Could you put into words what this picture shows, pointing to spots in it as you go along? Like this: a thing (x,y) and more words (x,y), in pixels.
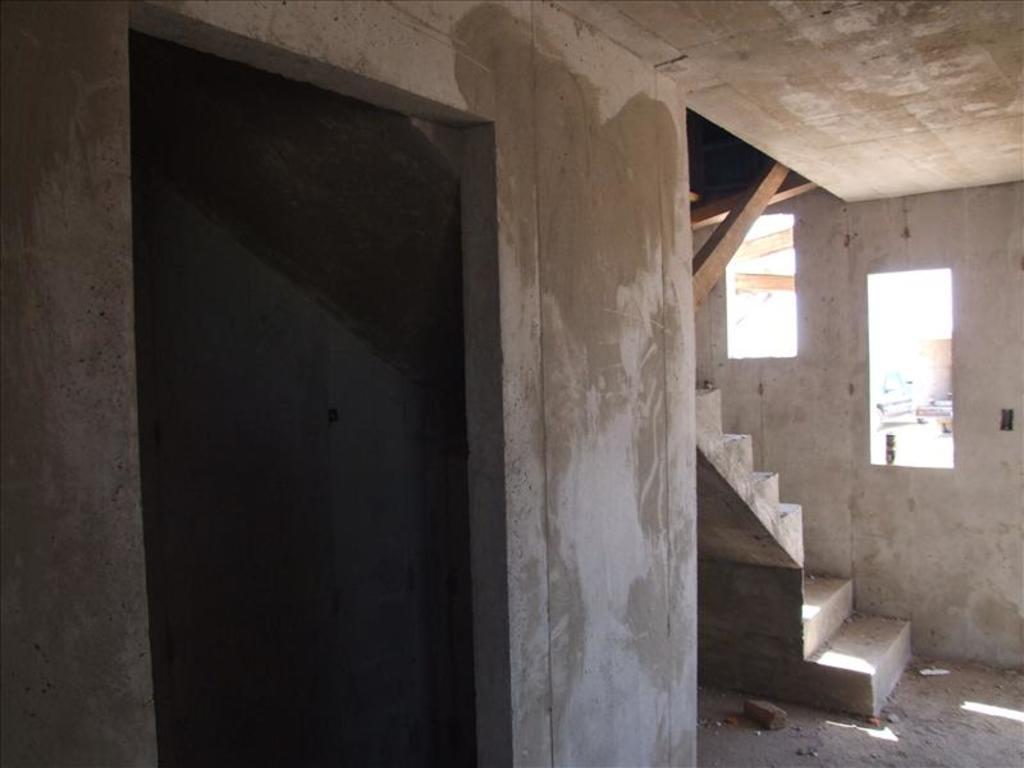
In this picture we can see a brick (775,719) on the floor (831,728), steps (801,649), windows (768,294), walls (1017,546) and this is an inside view of a building (741,473).
